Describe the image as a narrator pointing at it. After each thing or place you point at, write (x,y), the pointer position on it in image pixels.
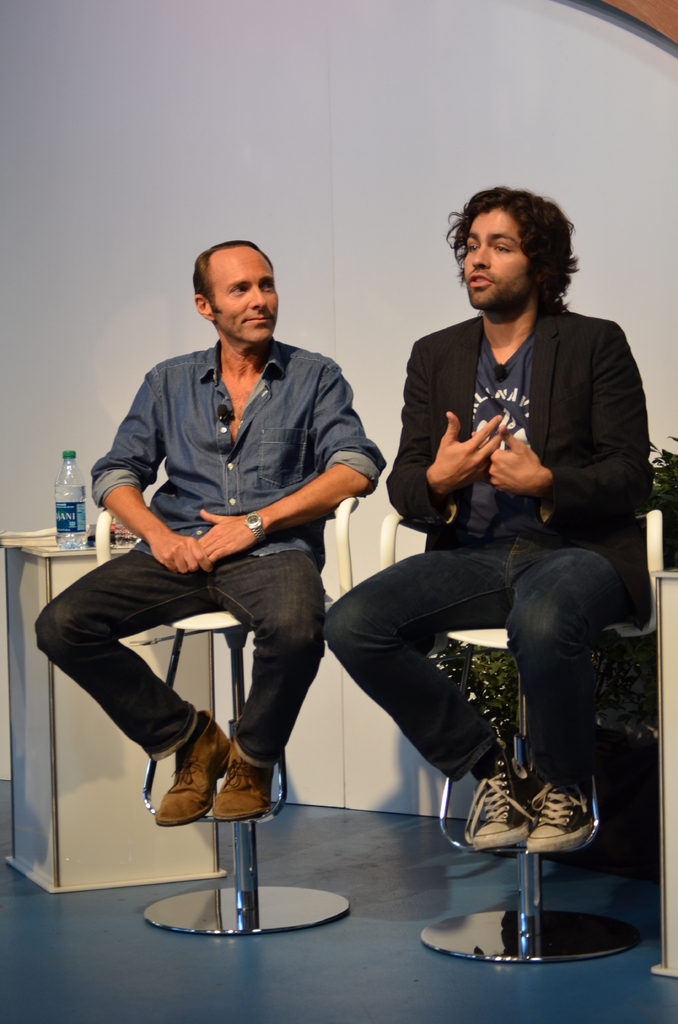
In the image we can see there are two men (434,498) who are sitting on chair (217,908).
